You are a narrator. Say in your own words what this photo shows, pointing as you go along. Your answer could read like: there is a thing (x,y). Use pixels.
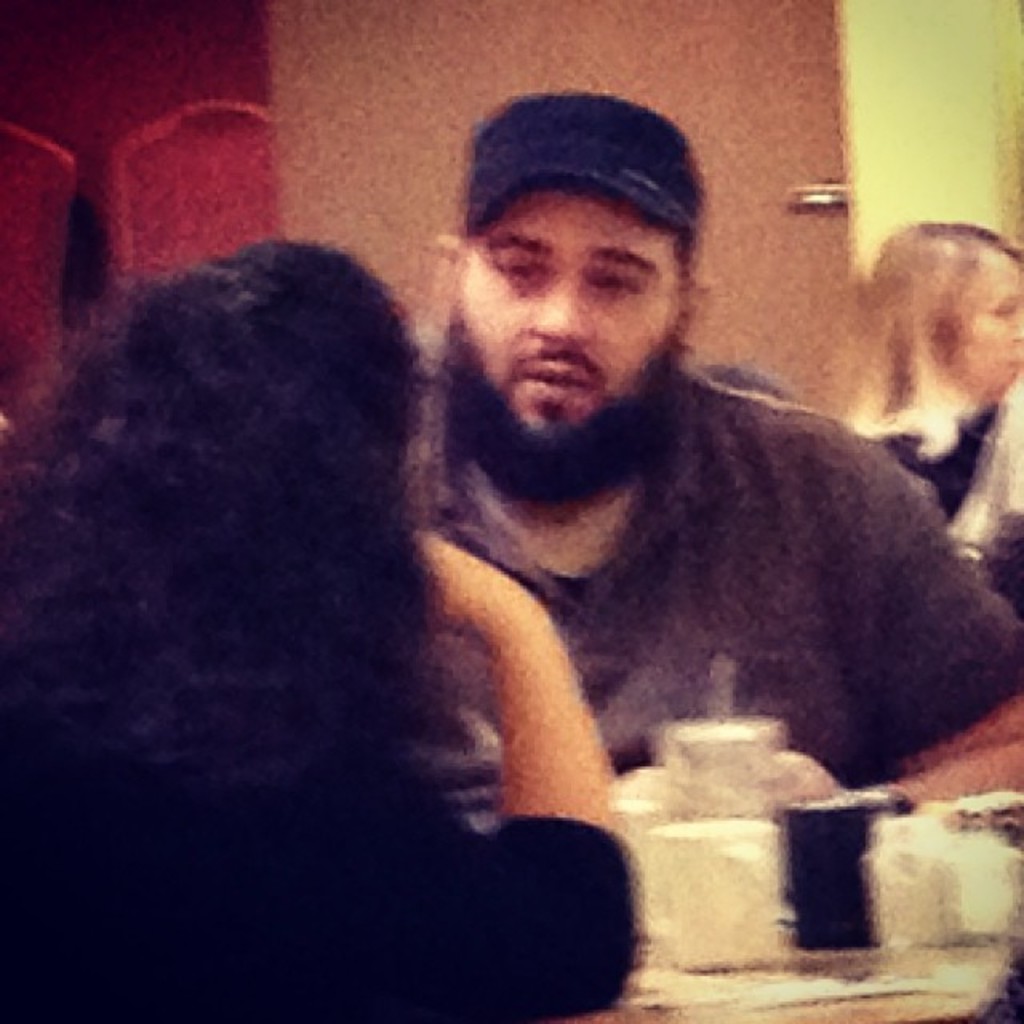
This picture shows few people (455,366) seated. we see a man (584,266) wore a cap (547,165) on his head (602,260) and few cups (748,826) on the table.
